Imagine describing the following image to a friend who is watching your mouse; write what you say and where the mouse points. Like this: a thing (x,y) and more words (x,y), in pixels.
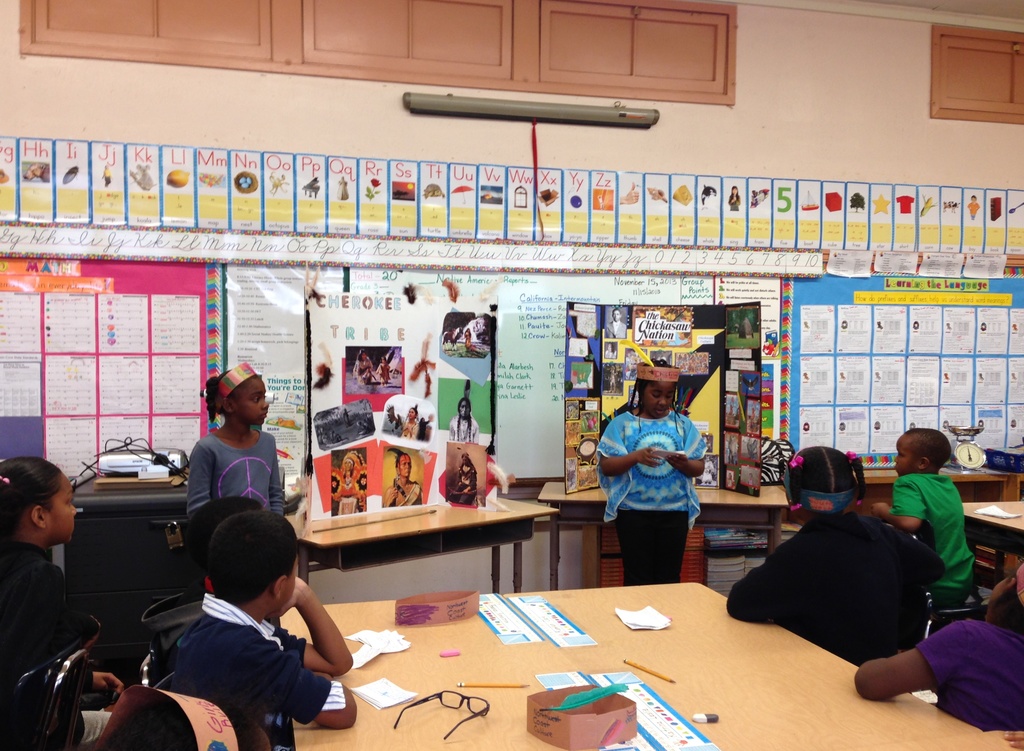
This picture describes about group of people (284,661), few people (260,519) are seated and few (210,481) are standing, in front of them we can see spectacles (473,699), pencils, papers (571,680) and other things (643,694) on the table (575,663), in the background (619,114) we can see few posters (352,379) and papers (269,320) on the wall (796,169), and also we can see a light (483,111).
